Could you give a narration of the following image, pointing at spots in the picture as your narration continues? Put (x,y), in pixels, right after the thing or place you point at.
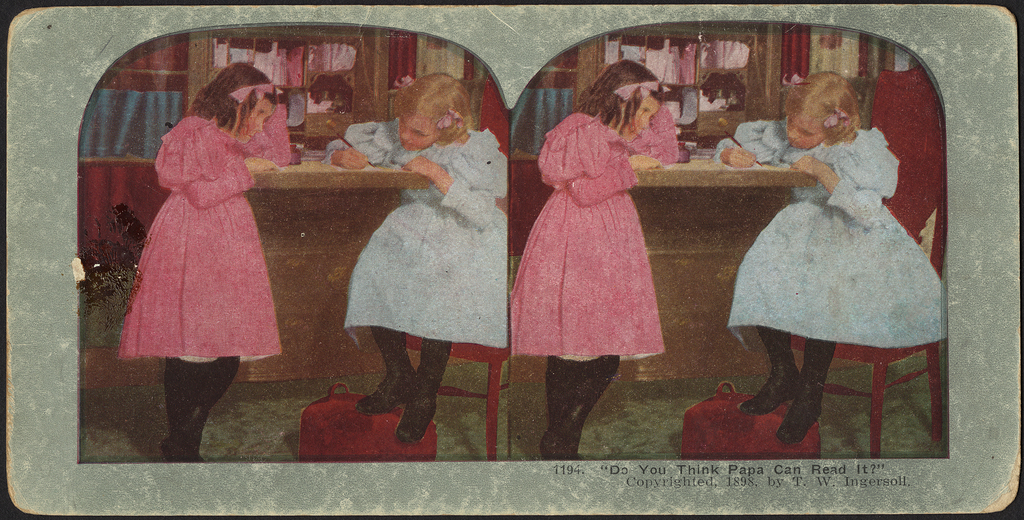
In this image I can see two same pictures. I can see two people (234,175) and one person (433,209) is holding something and sitting on the chair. Back I can see few objects (299,57) in the cupboard (362,89).
